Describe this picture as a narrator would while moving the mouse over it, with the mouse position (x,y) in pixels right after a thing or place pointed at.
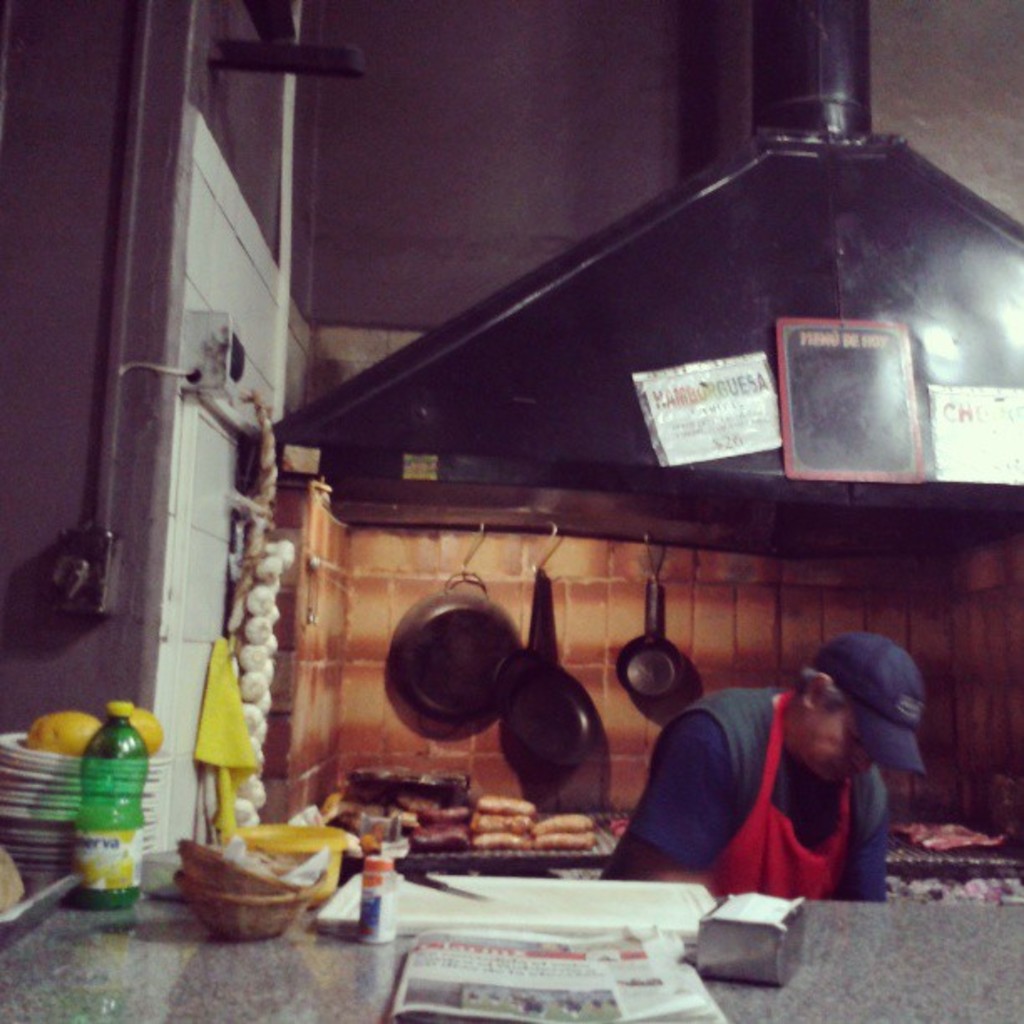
On the right side of the image (804,806) we can see a man (872,877) standing. He is wearing an apron (787,825). At the bottom (839,1010) there is a table (37,999) and we can see plates (41,834), bottle (109,868), bowls (280,914), papers (422,971), board (533,910) and an object (719,952) placed on the table (221,952). In the background (532,707) there are vessels (589,721) placed on the wall (414,601). At the top (980,316) there is a chimney (1011,250). On the left (261,517) there is a rope (259,774).
